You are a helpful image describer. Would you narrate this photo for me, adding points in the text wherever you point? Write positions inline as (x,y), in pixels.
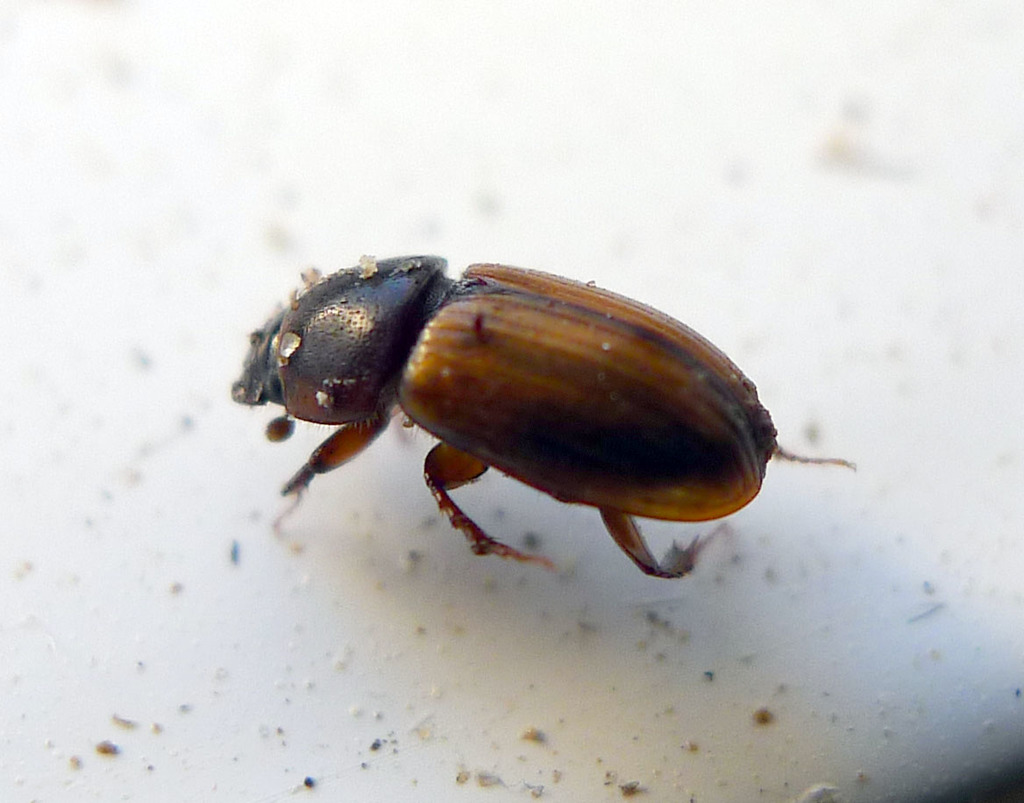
In the center of the picture (460,470) we can see an insect (479,363) on a white colored surface (235,342).
